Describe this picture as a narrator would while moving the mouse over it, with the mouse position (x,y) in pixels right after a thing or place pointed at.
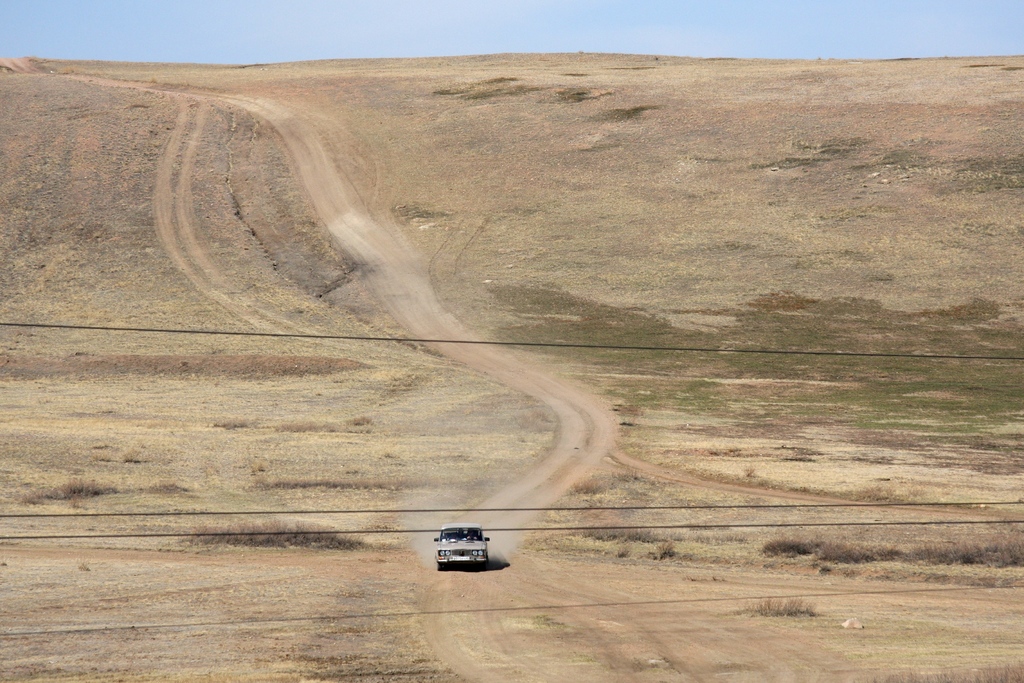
In the picture I can see a vehicle (479,561) on the ground (514,560). I can also see wires (619,526) and the grass (724,464). In the background (370,50) I can see the sky (317,31).
